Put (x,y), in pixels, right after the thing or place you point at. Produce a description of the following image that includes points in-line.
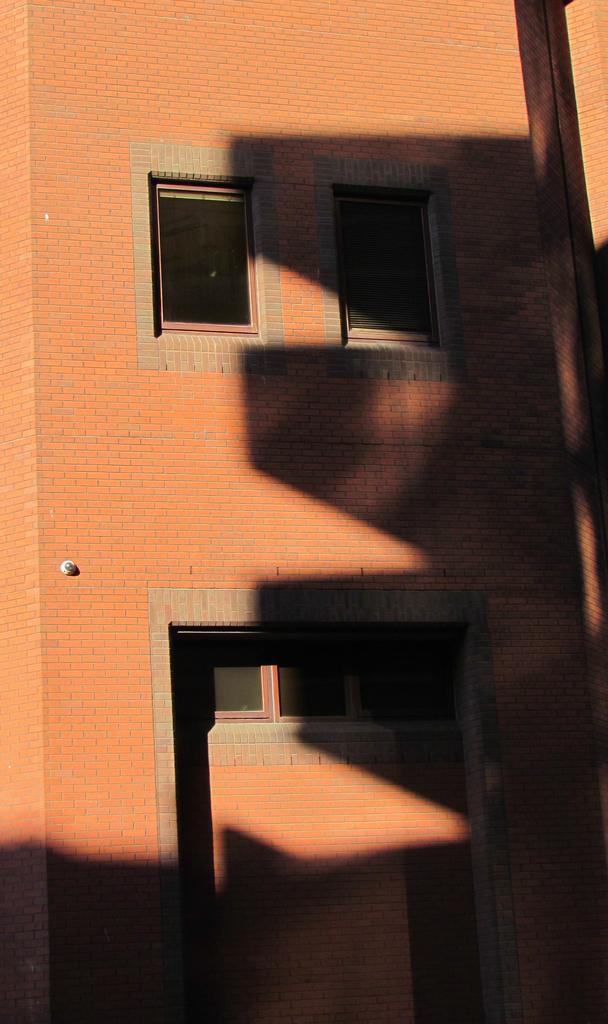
In this image, we can see a building (344,254) with some windows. We can also see an object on the building (60,578).
